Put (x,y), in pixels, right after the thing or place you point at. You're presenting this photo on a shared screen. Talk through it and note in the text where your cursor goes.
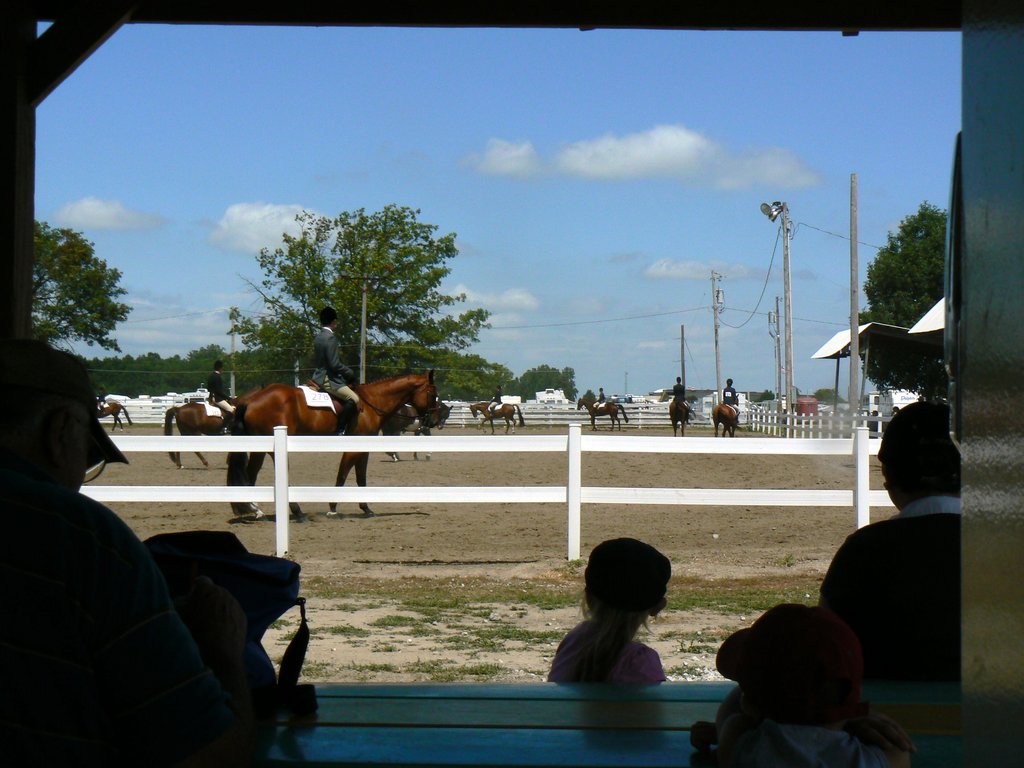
Some people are riding horse (244,398) in the ground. There are some trees (884,278) and poles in the ground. The sky (691,316) is looking little cloudy and clear. Some people (70,570) are watching this riding. Two girls (606,634) are sitting here and ground (745,482) is fenced with white color.
